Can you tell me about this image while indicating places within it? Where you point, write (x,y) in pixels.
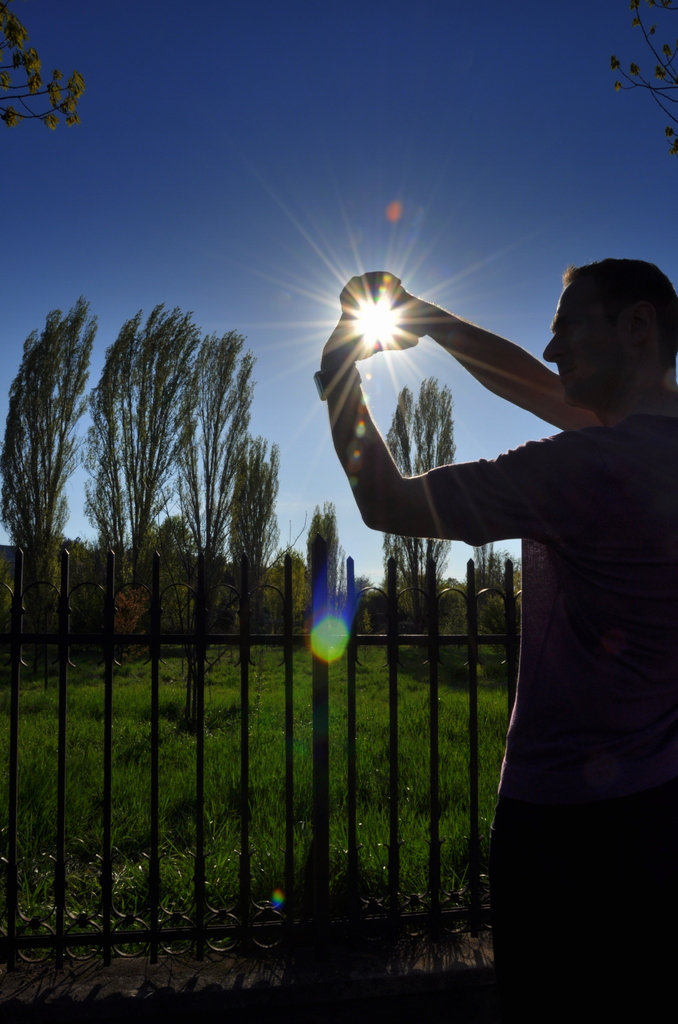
In the foreground of this image (605,541), there is a man (605,639) standing on the road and giving a pose to the camera and in the background (173,730), there is railing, grass (126,688), trees (176,548), sky (325,122) and the sun (378,323).
